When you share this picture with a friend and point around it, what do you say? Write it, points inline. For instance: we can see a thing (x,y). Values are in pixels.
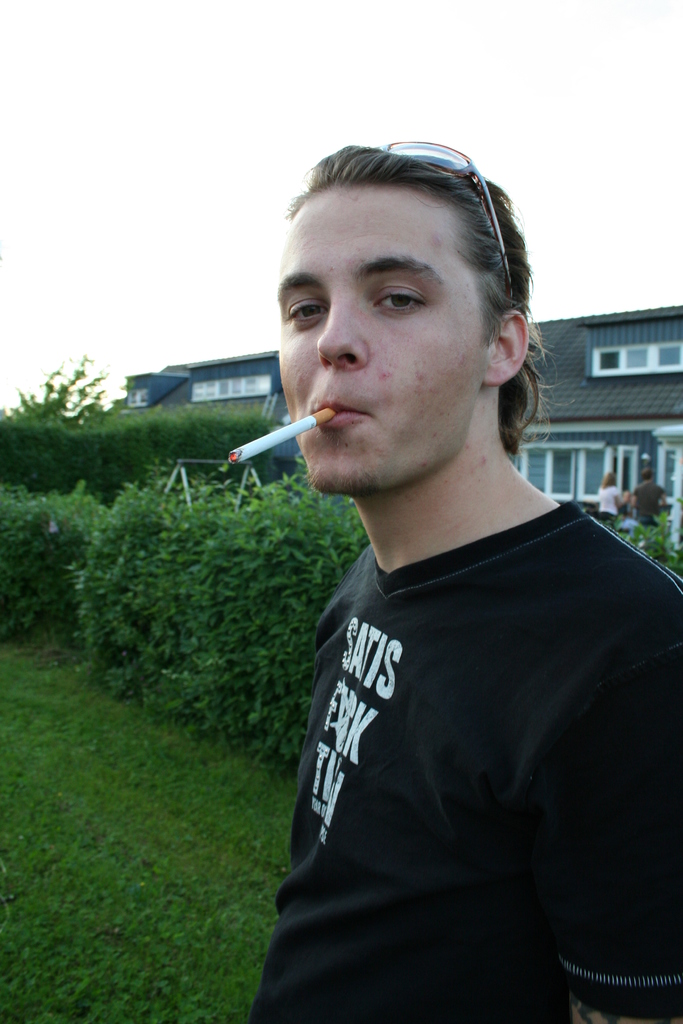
In the middle of the image (317,445) a person (415,424) is standing and smoking. Behind him we can see some plants (11,530), building (609,336) and two persons (639,494) are standing. At the top of the image (20,158) we can see the sky (26,309). In the bottom left corner of the image (184,1009) we can see grass (33,670).
